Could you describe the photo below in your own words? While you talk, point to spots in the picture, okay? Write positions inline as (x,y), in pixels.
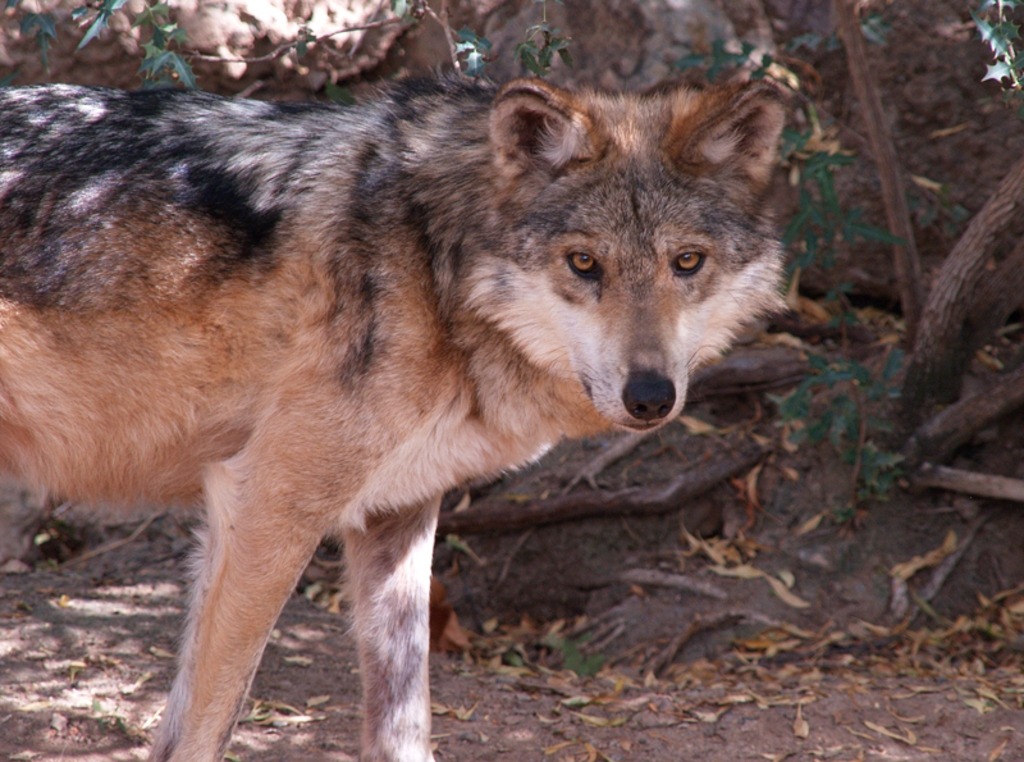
In this image I can see an animal (310,270) which is black, cream and brown in color is standing on the ground (337,625). In the background (873,481) I can see trees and few leaves (590,655) on the ground (666,640).
